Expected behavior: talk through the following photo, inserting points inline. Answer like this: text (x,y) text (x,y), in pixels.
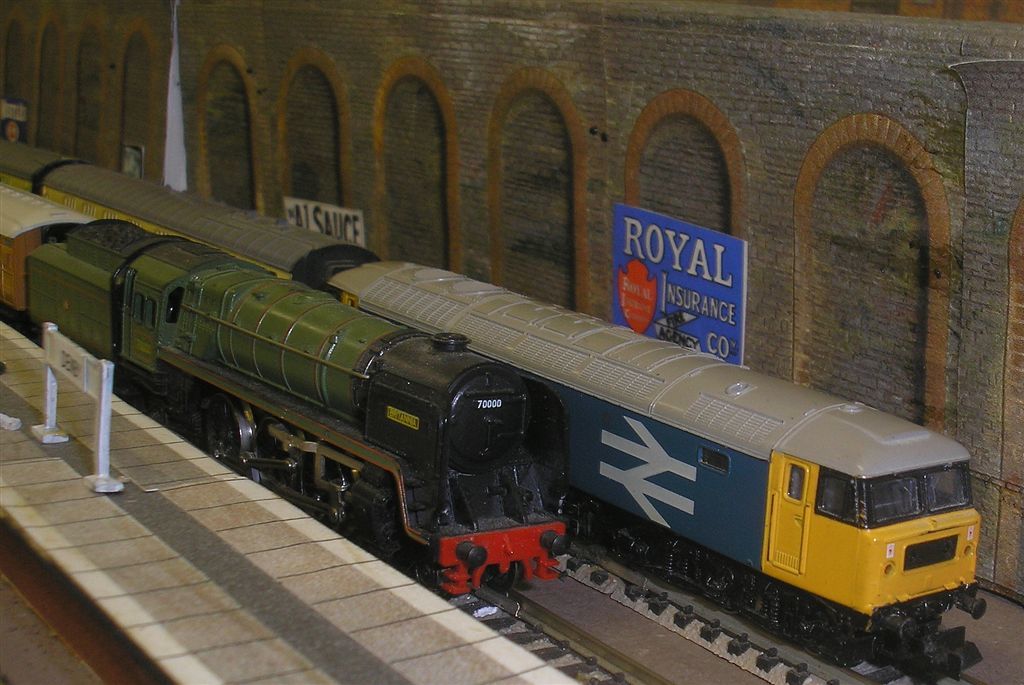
In this picture we can see trains (305,338) on a railway track (652,589). There is a barricade (101,465) on the path (199,532) on the left side (99,377). We can see a few arches (444,113) and a board (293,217) on the wall (916,176) on the right side (699,339).
